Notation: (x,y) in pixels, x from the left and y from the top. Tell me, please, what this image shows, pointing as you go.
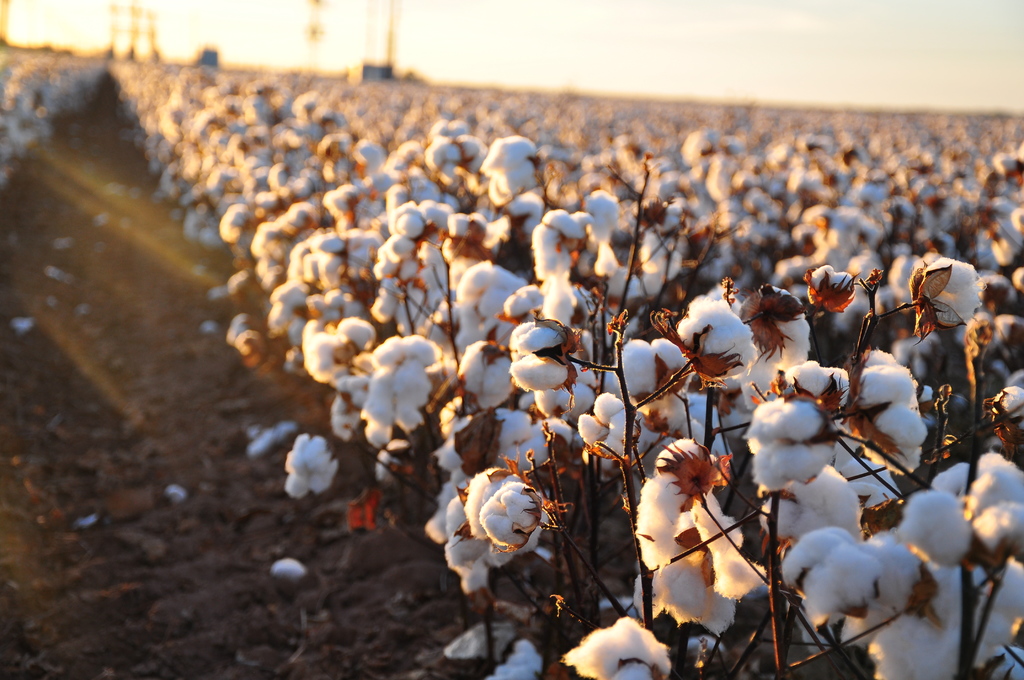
In this picture there is cotton (522,348) on the plants (592,154). At the back (133,13) there are poles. At the top (811,36) there is sky (736,50). At the bottom (317,565) there is mud (161,508).
